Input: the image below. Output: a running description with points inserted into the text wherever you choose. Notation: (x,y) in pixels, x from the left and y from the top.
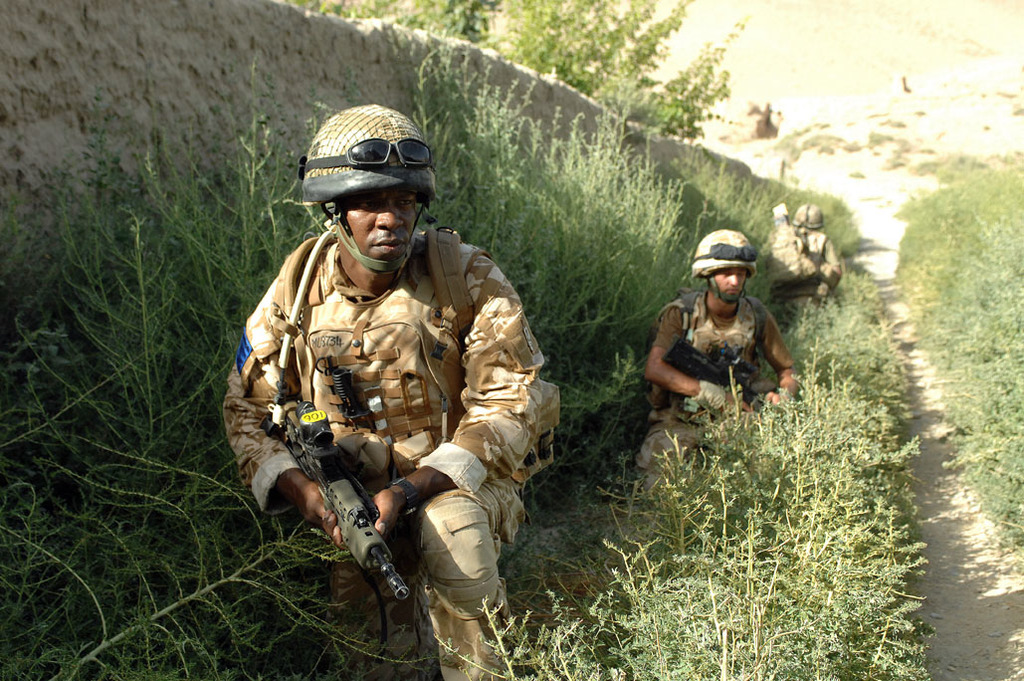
This picture is clicked outside. On the left (326,521) we can see the group of persons (432,333) wearing uniforms (421,302), helmets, backpacks (450,260), holding rifles (338,458) and seems to be crouching on the ground (859,238) and we can see the plants (929,226) and a wall (177,60). In the background (626,51) we can see the trees (641,49) and some other objects (752,124).
